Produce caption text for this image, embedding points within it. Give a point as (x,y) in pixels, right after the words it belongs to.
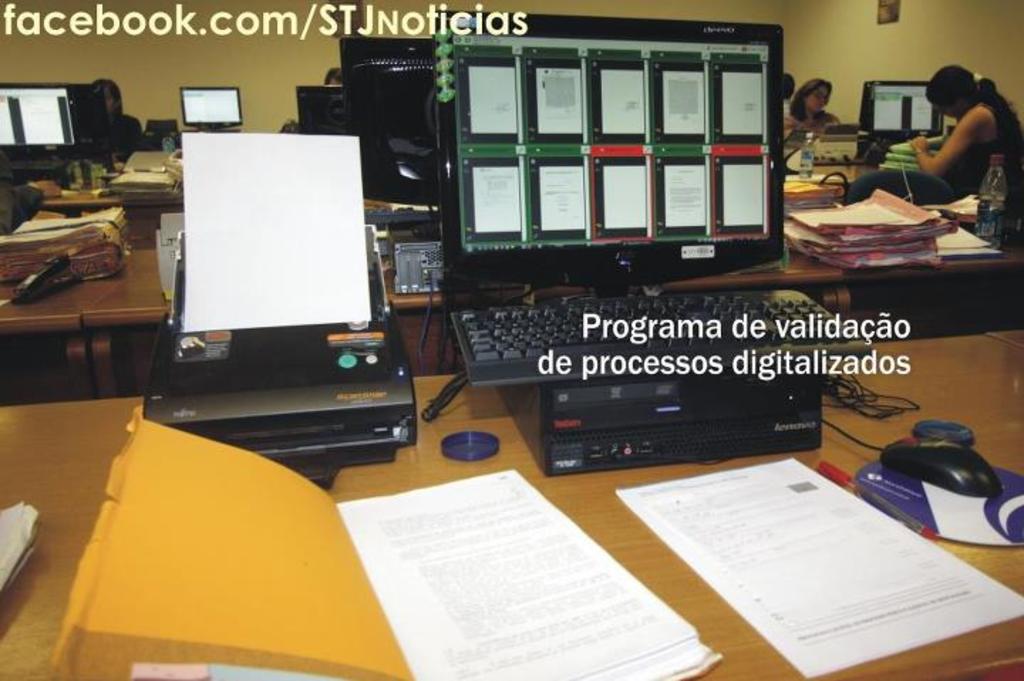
In this picture we can see tables (79,423) here, there is a monitor (596,177), a keyboard (694,298), a mouse (927,472), a scanner (337,403), some papers (699,494) and a file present on this table (656,584), in the background (957,185) there are some persons (944,173), we can see a wall (803,40) here, there is some text (820,325) here.
